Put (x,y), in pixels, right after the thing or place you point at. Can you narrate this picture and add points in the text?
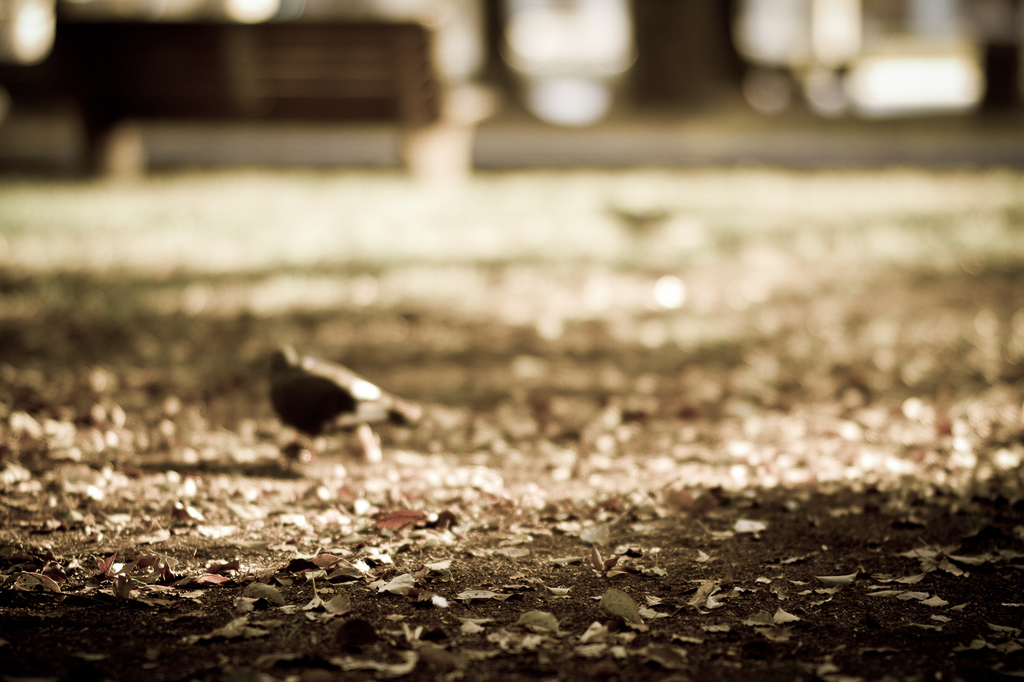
There is a bird (343,403) on the ground (406,468). On which, there are dry leaves (138,561). And the background (1020,95) is blurred.
